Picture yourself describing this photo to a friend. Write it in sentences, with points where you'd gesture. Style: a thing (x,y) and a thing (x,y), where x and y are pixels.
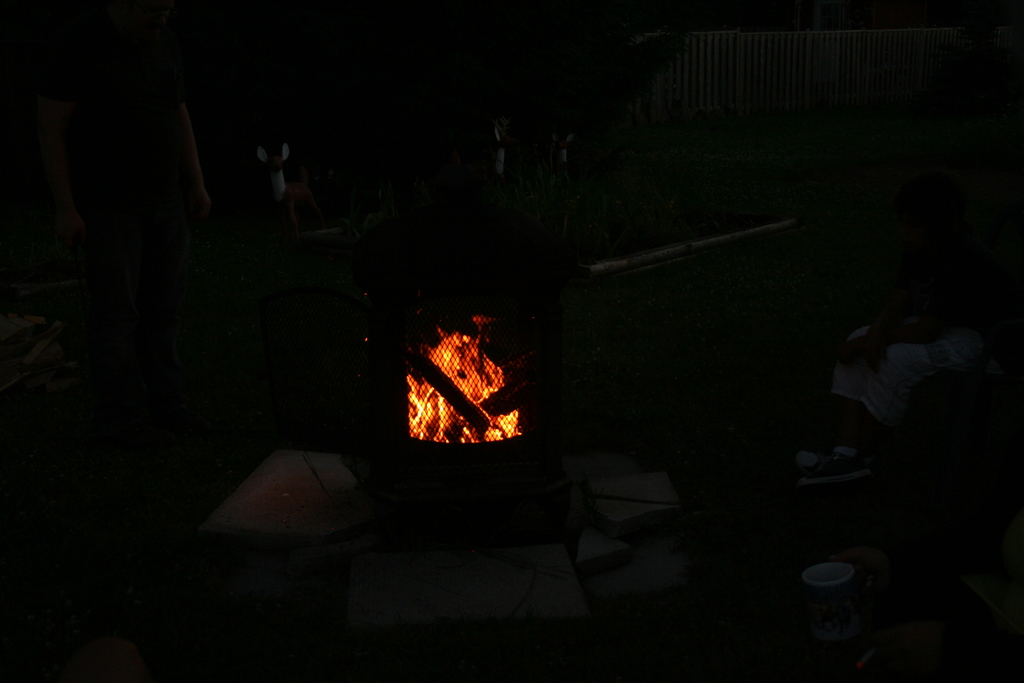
In this picture we can see a wood burning stove (445,457) here, there is fire (493,438) here, we can see dark background (546,179).
